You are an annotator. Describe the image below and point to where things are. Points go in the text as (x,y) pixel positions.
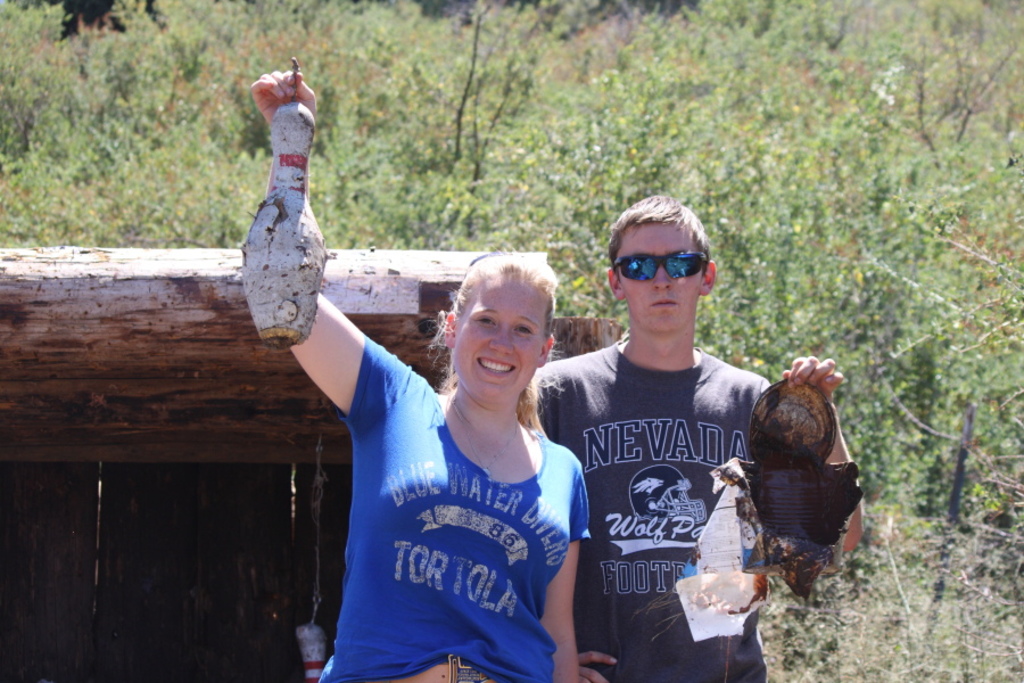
In this image, we can see a man (632,424) and a woman (570,456) standing and they are holding some objects (759,507), in the background (604,168) there are some green color plants (633,145).
